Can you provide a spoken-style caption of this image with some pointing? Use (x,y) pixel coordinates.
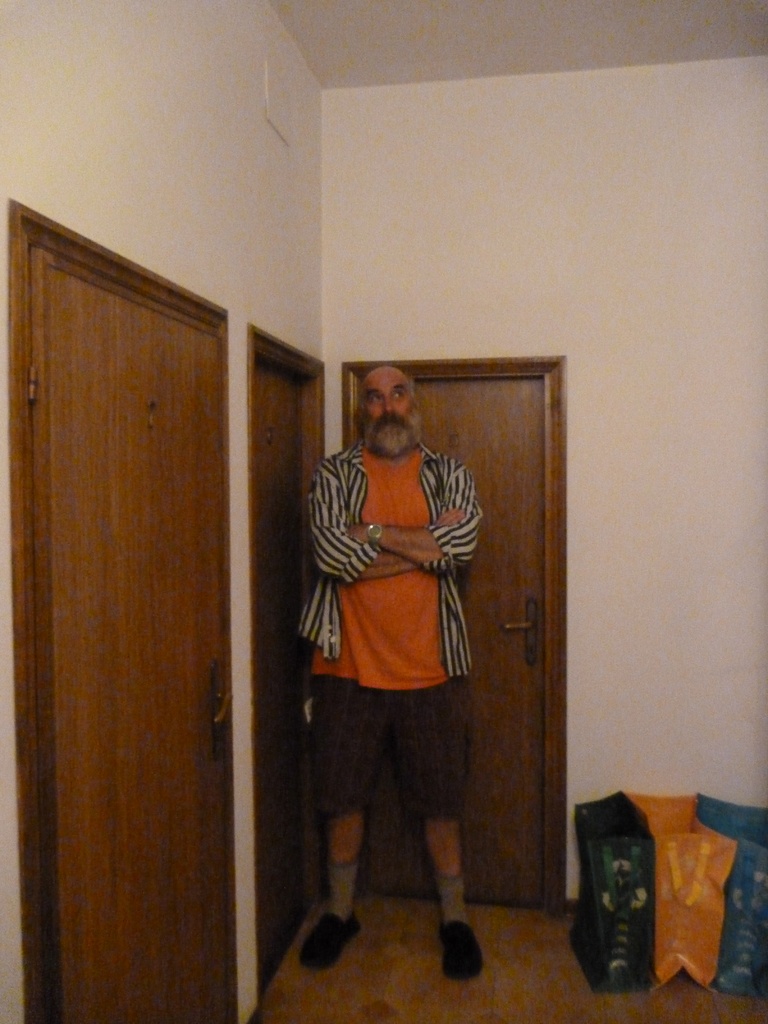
There is a man (360,830) standing, beside this man (351,825) we can see bags (616,933) on the floor (387,996) and we can see doors (137,497) and wall (521,214).
